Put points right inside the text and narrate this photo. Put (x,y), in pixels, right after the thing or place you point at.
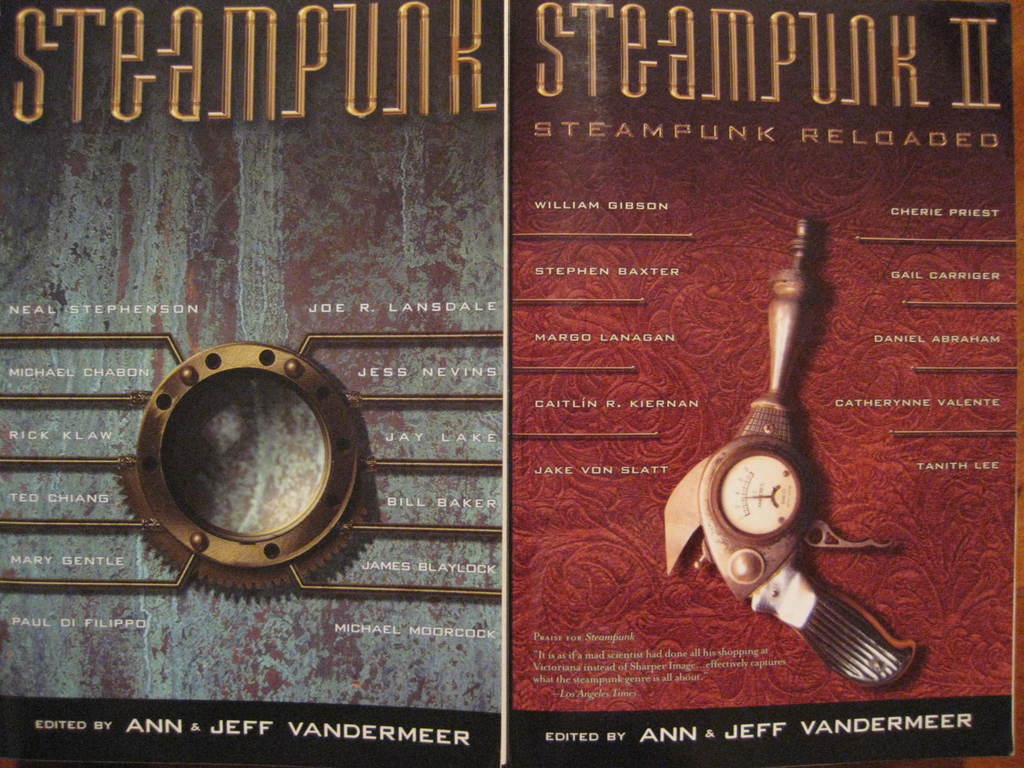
In this image we can see posters (708,549) with text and images (278,519) of some objects (299,514).
